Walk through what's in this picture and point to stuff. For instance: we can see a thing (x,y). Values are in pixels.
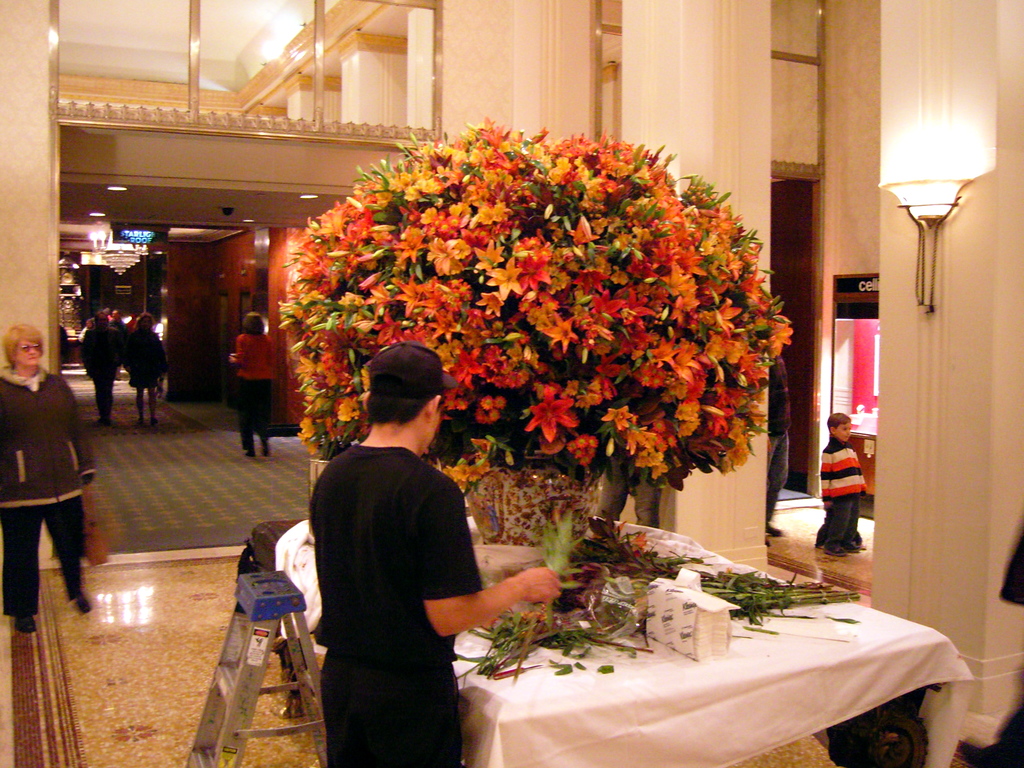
This image is clicked inside the building (105,702). In the front (359,655), there is a man (454,595) wearing black T-shirt (410,561) is standing. In front of him, there is a table (563,564) on which a plant (678,463) is kept. In the background (108,416), there are many people (48,420). In the front (969,46), there are pillars (711,77). On the right (962,188), there is a light (935,267) fixed on the pillar (958,319).
